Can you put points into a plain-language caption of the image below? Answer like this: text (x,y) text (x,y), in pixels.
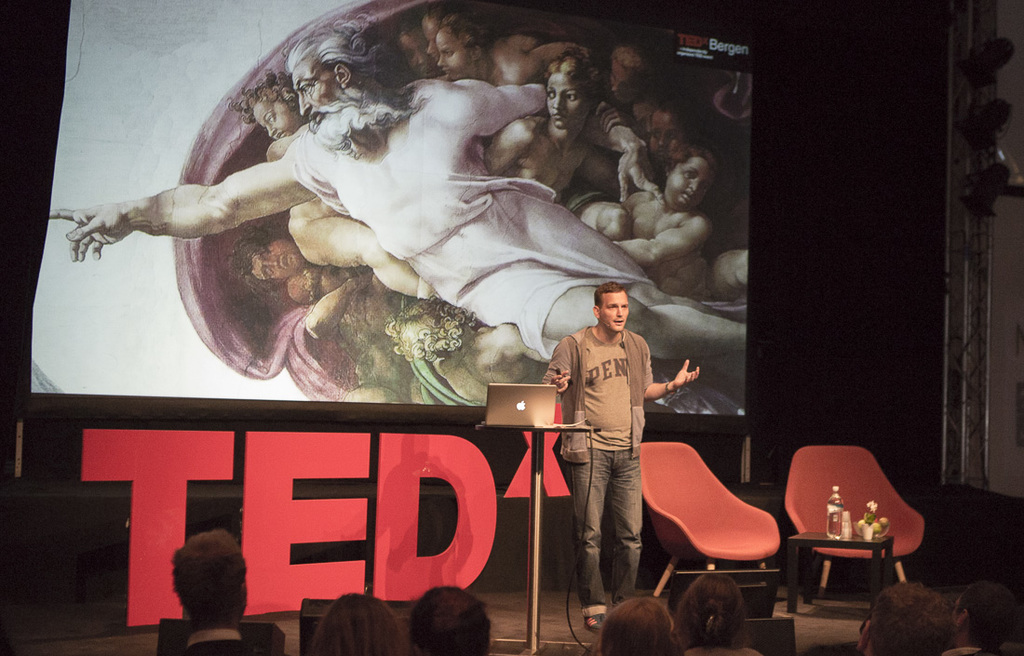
This is clicked on a stage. There is screen (361,240) on the backside (387,357). There are chairs (886,498) and there is a person (608,344) standing in the middle (567,414). There is a stand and on the stand (537,445) there is a laptop (553,400). There are people (233,614) in the bottom (221,594) who are watching that.
